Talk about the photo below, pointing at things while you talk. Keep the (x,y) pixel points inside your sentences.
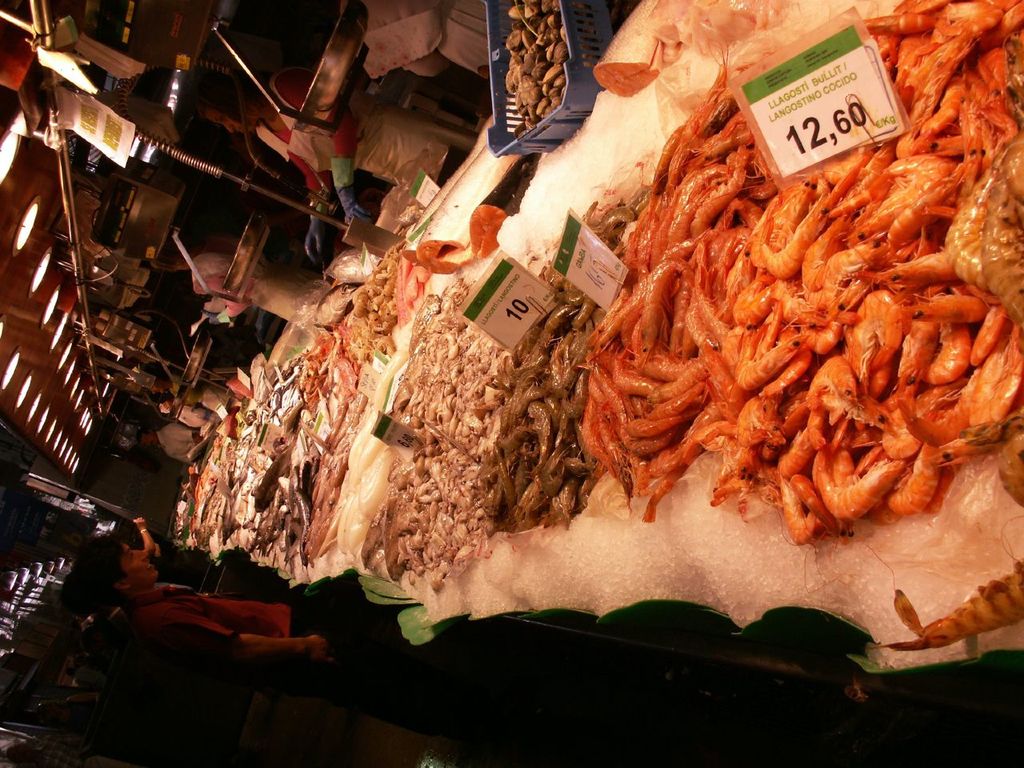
In the picture I can see few raw eatables (423,405) which are placed on an object (378,397) and there are few persons (345,178) standing on either sides of it and there are few lights (58,334) in the left corner (57,302).
